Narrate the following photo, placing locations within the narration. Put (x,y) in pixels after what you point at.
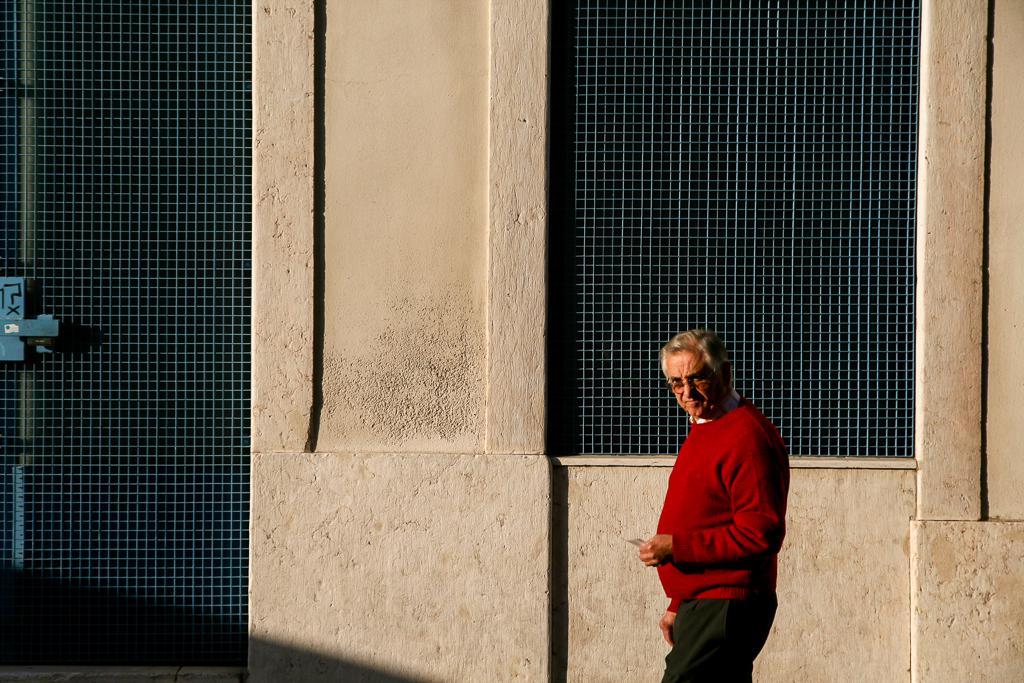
In this image we can see a man (679,632). He is wearing red color and black pant (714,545). Behind him wall (467,409) is there and window (749,306) is present.
